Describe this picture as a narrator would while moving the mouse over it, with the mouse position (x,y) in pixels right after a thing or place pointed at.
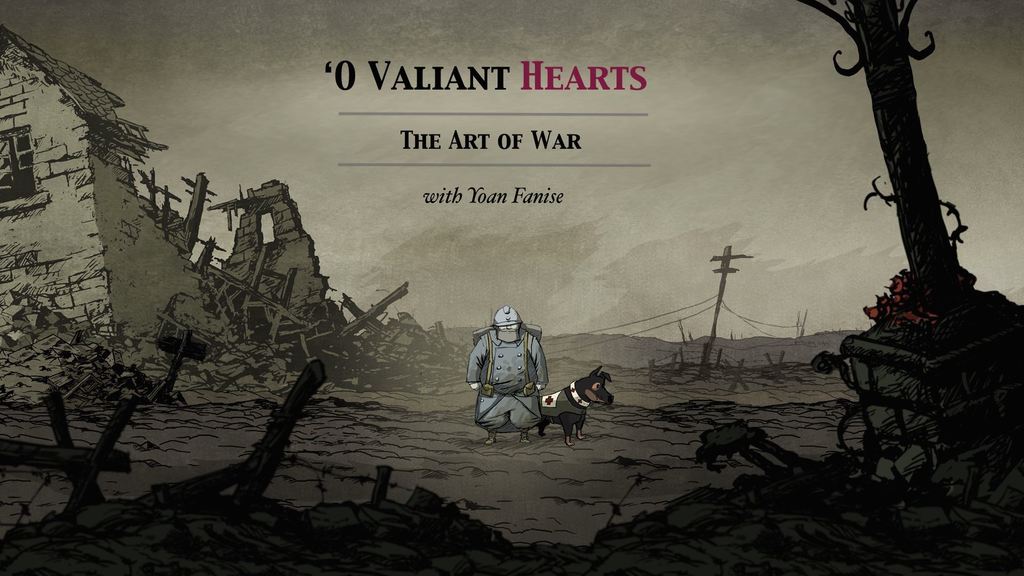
In this image we can see poster (541,246) with text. Also we can see an animated image of a person (498,393), dog (558,416), wooden pieces (359,340), electric pole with wires (735,315) and some other things (876,417).
